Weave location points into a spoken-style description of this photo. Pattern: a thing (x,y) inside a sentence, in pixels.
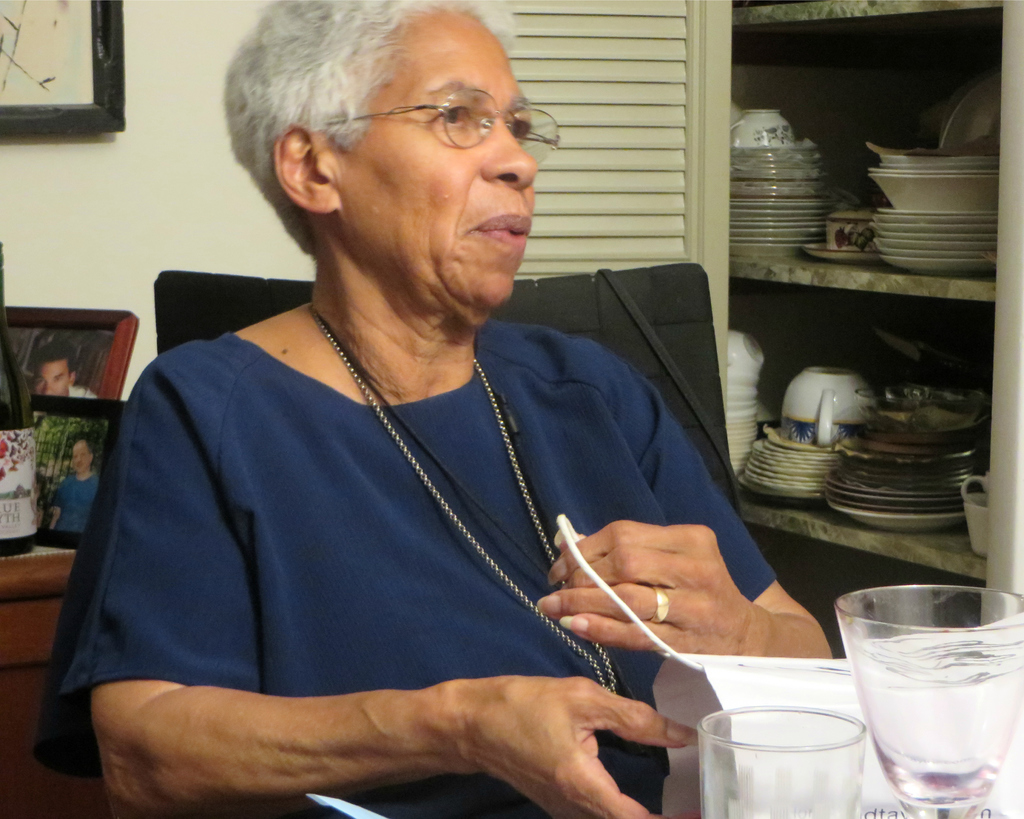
In the center of the image (452,355) there is a lady (189,775) sitting on chair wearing blue color dress (106,570). In the background of the image (173,205) there is a wall (122,186). There is a shelf (908,74) in which there are objects (942,402).
